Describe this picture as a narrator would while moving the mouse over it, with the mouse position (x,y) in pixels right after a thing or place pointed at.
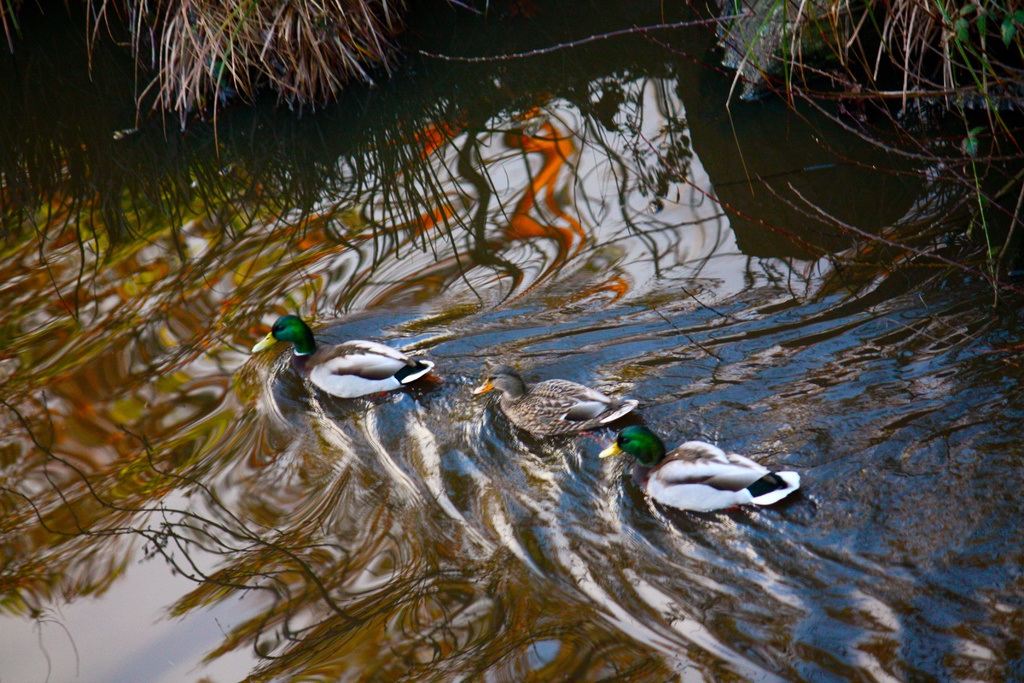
In this image we can see three ducks (331,358) in the water (365,412). At the top (304,15) there are few plants (950,75).
